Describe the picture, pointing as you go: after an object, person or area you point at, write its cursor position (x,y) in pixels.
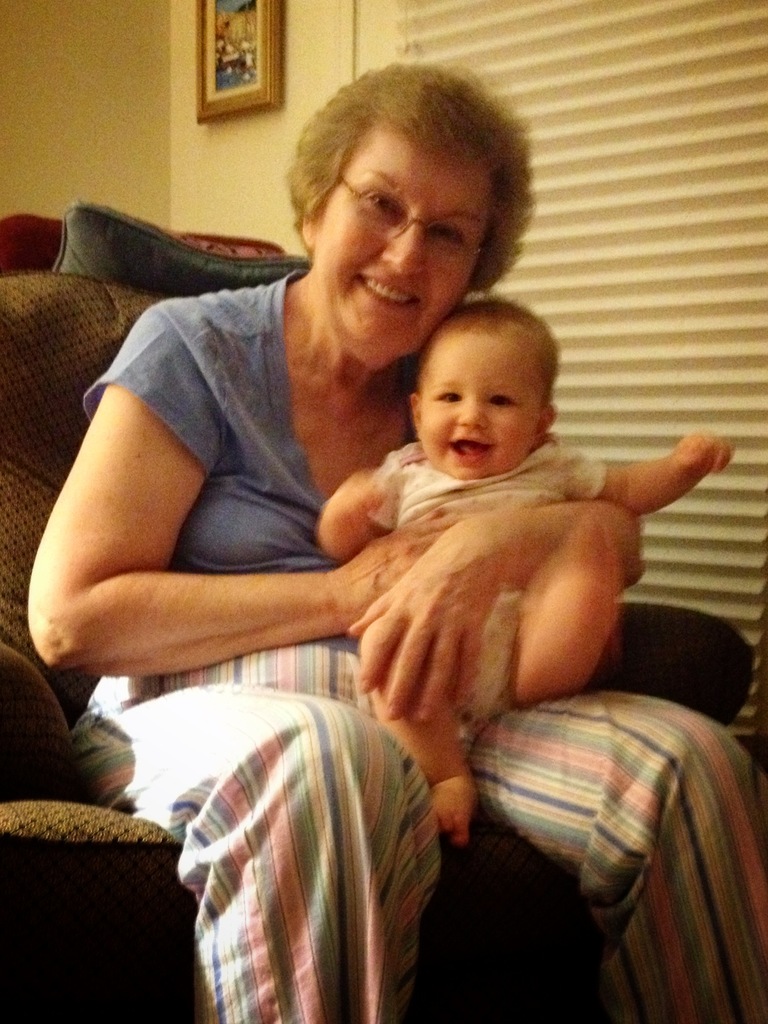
In this image there is a woman (243,826), she is holding baby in her hands (416,557) and sitting in a sofa (714,686), in the background (104,138) there is a wall (151,97) to that wall (141,88) there is a photo frame (238,62).
